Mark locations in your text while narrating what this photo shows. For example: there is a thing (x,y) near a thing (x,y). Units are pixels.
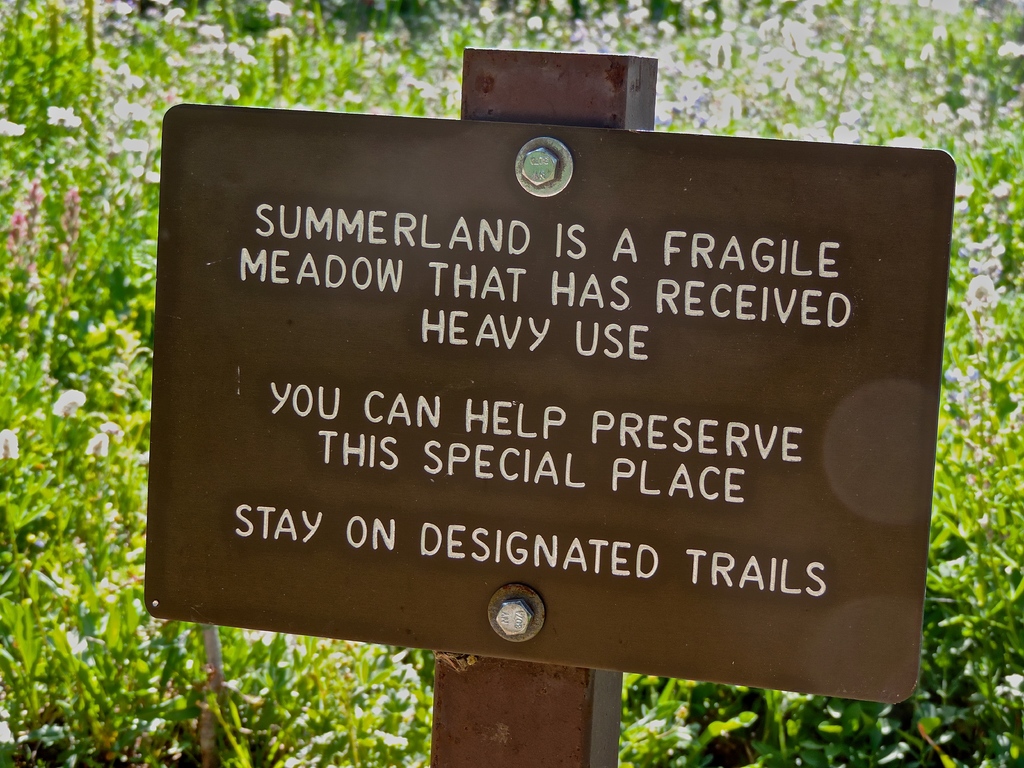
This image consists of a board (687,411) made up of metal (668,230) and fixed to a pole (561,746) along with bolts (552,165). In the background (150,747), there are plants (934,552).
